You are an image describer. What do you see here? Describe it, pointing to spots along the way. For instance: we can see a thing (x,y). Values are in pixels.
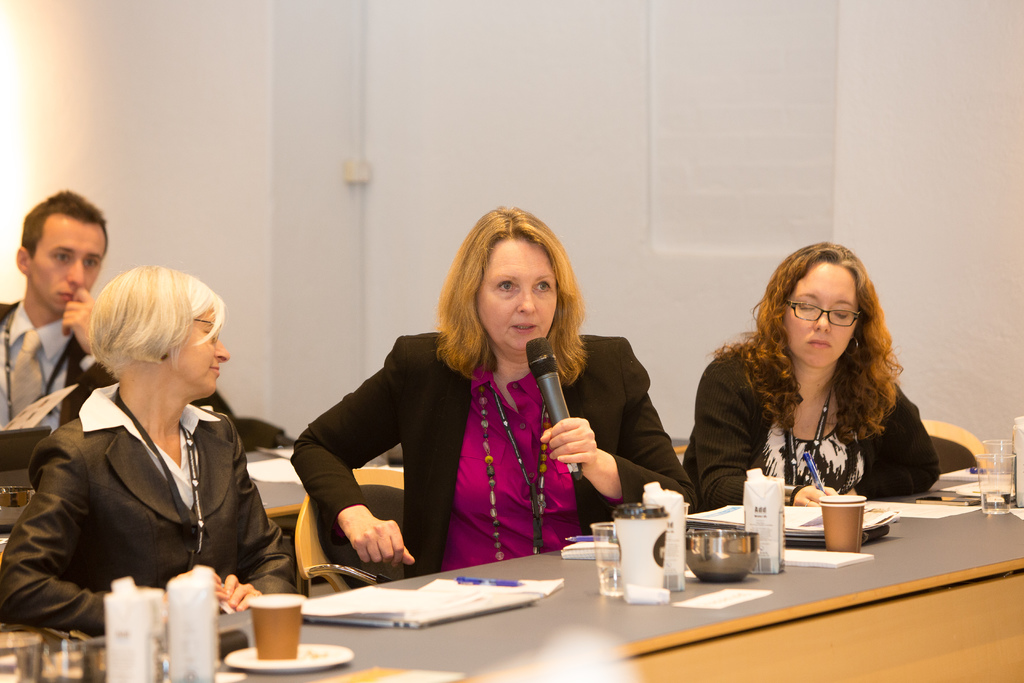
In this image i can see 3 woman (493,401) and a man (62,293) sitting on chairs (306,540) in front of a table (617,623), On the table (600,622) i can see few objects (671,553), few books (566,553) and few papers (485,588). A woman (467,561) on the center (545,397) is holding a microphone (549,366). In the background (482,94) i can see a wall (502,111).
